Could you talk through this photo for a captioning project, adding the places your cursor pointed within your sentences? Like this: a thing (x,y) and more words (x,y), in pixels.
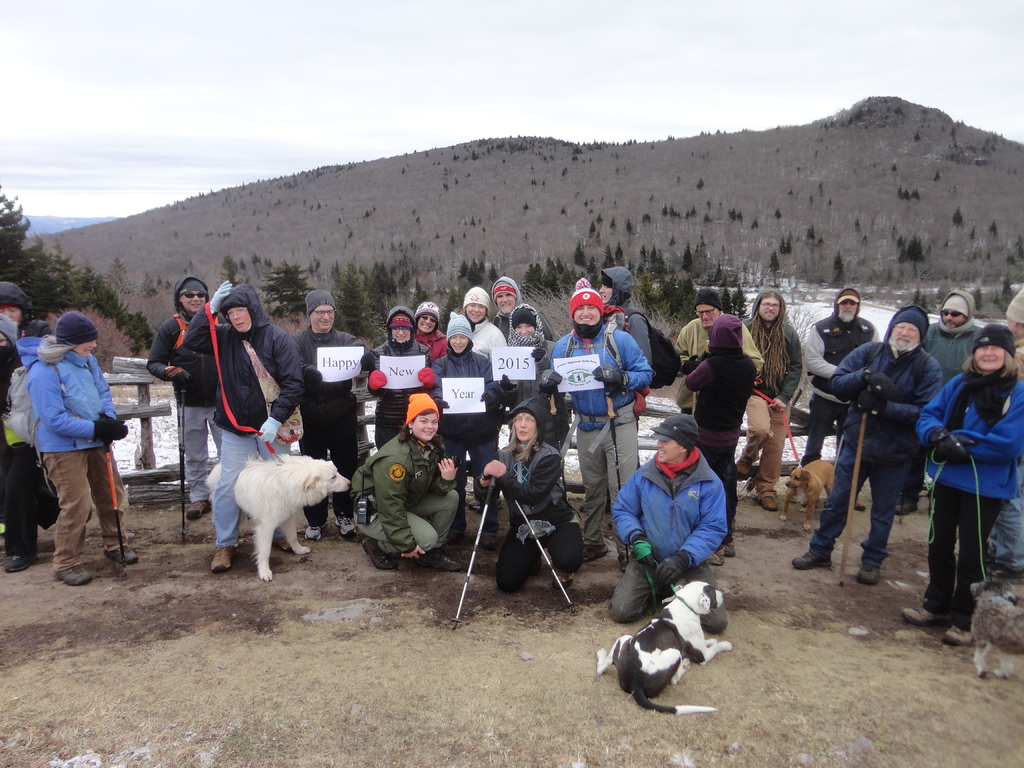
In this image I can see group of people (691,334). Among them some people (516,390) are holding the boards (500,362) and some people (230,389) are holding the dogs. At the back of them there is a mountain (496,209) and the sky (381,89).
